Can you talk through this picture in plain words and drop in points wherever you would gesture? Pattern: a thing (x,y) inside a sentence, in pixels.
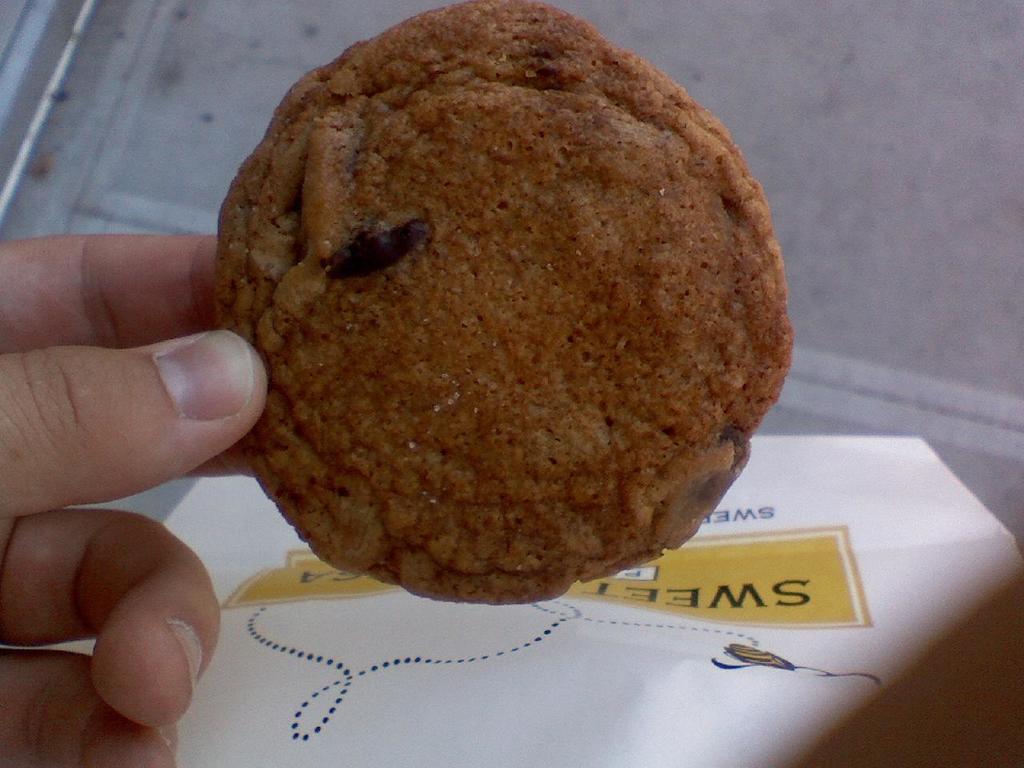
In this image we can see a person's hand (92,766) holding a food item (508,257) and there is a paper (488,662) with some text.
